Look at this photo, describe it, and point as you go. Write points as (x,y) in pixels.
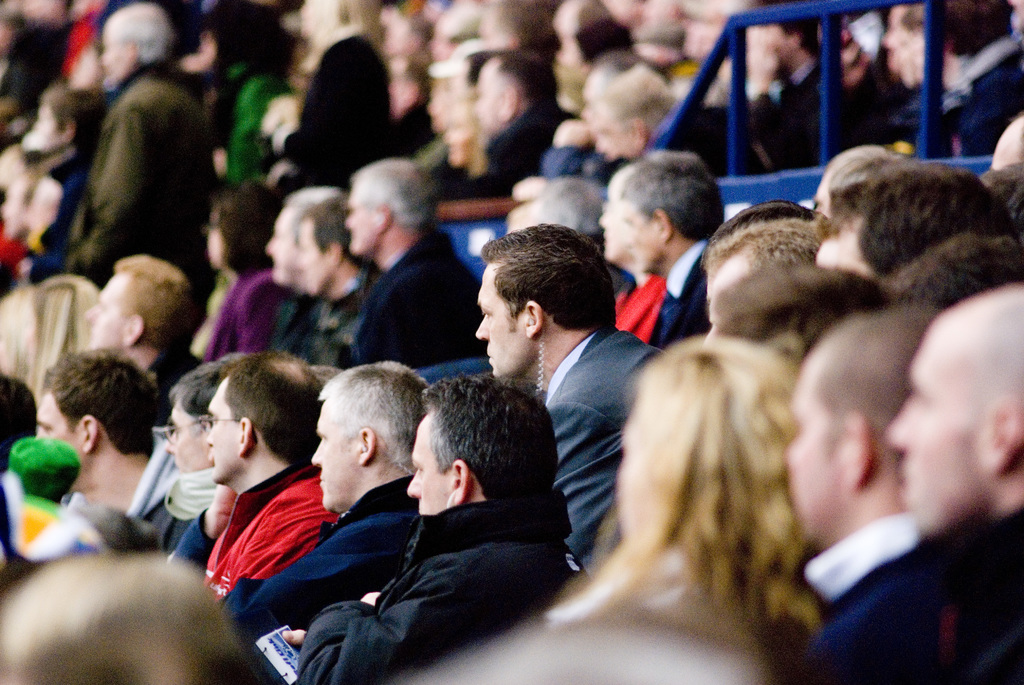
In this image I can see a group of people (695,444) and they are wearing different color dresses (227,331). Background (201,4) is blurred.
